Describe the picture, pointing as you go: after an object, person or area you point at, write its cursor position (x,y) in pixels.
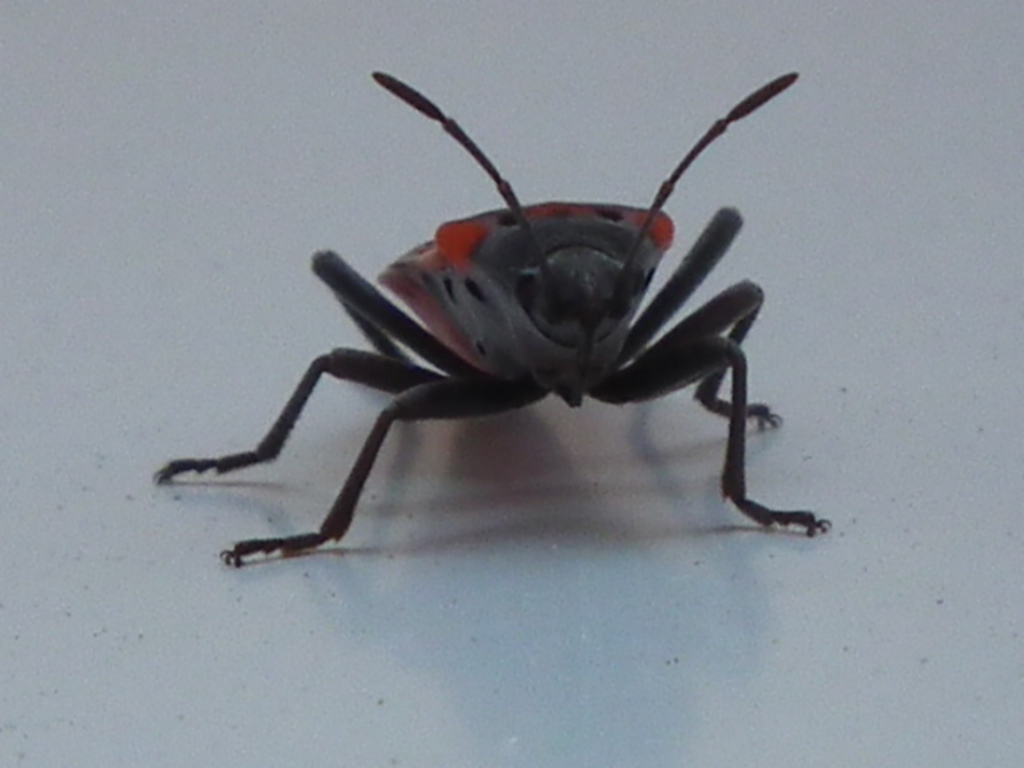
In this image we can see an insect (455,362) on a white color platform (367,411).
